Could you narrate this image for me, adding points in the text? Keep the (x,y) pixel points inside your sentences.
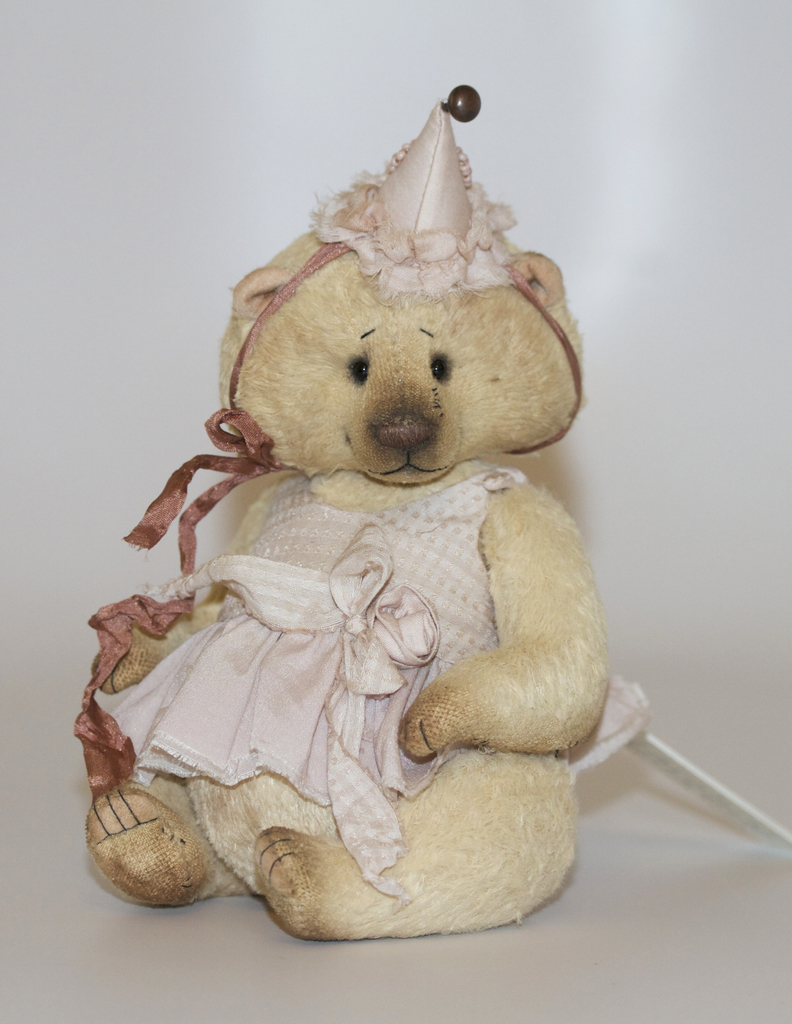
This picture is mainly highlighted with a doll (437,152). Remaining portion of the picture is in white color.
